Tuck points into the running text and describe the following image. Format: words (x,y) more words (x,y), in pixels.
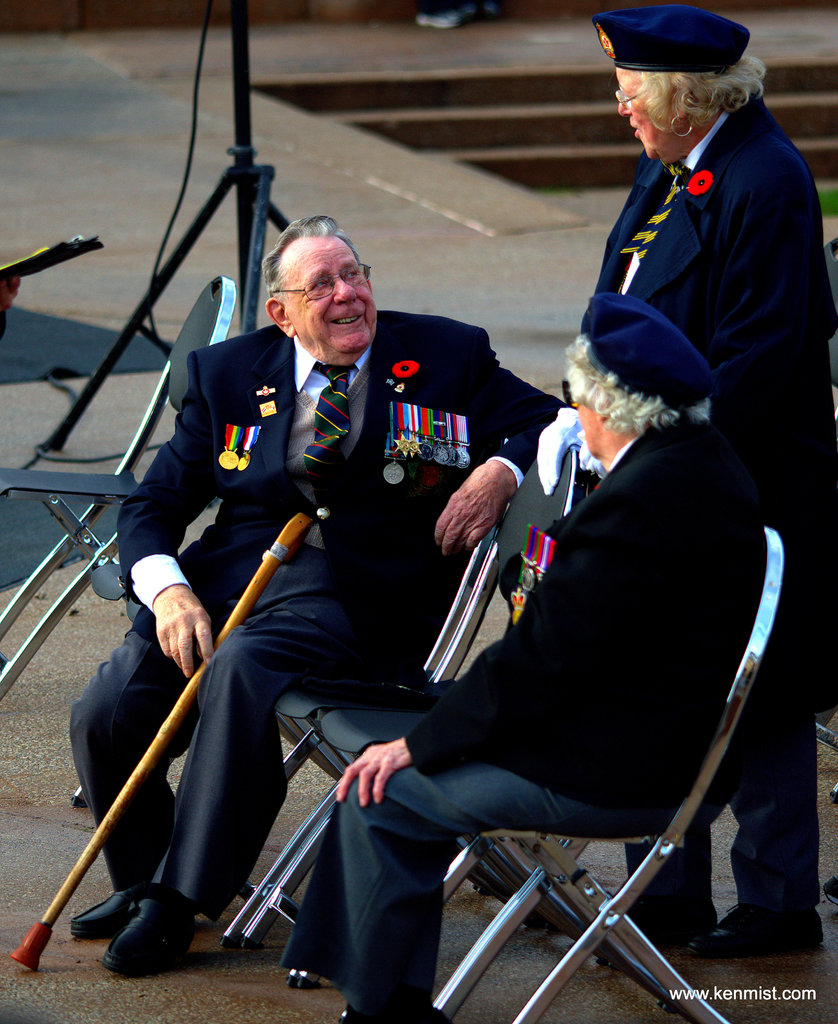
In the center of the image (434,509) we can see two people (398,754) sitting on the chairs (583,844). There is a walking stick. In the background (784,598) there is a person (742,392) standing. At the bottom (75,997) there is a road (276,968) and we can see a stand (246,284) in the background (256,180).
